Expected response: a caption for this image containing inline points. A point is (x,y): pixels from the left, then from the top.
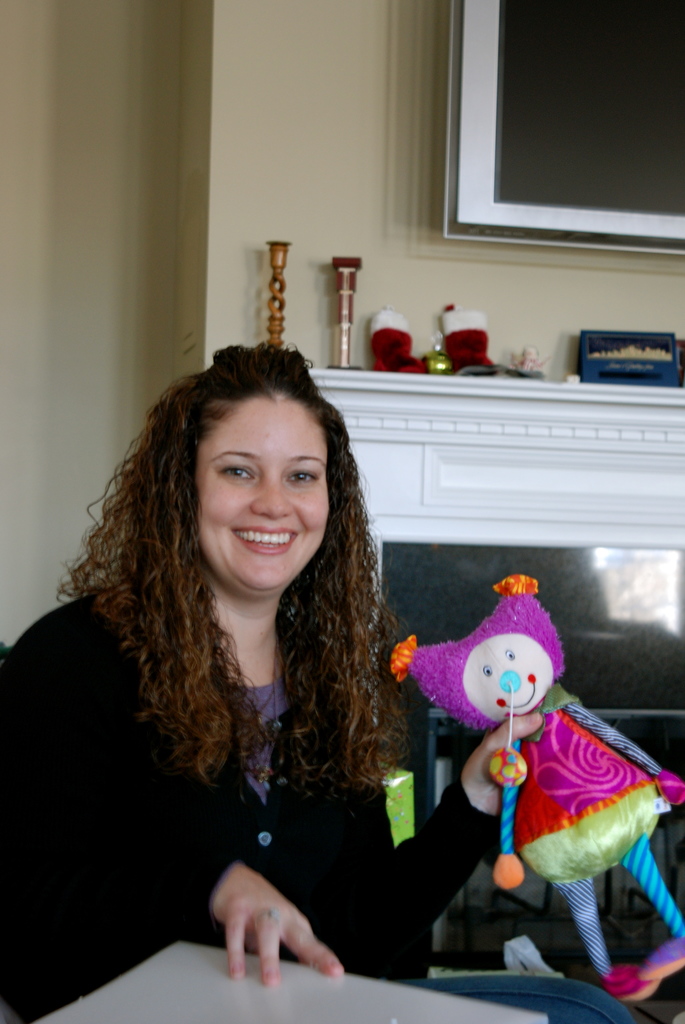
In this picture I can see there is a woman (164,473) sitting and holding a doll (576,795) and in the backdrop (428,217) I can see there is a wall (426,271).
